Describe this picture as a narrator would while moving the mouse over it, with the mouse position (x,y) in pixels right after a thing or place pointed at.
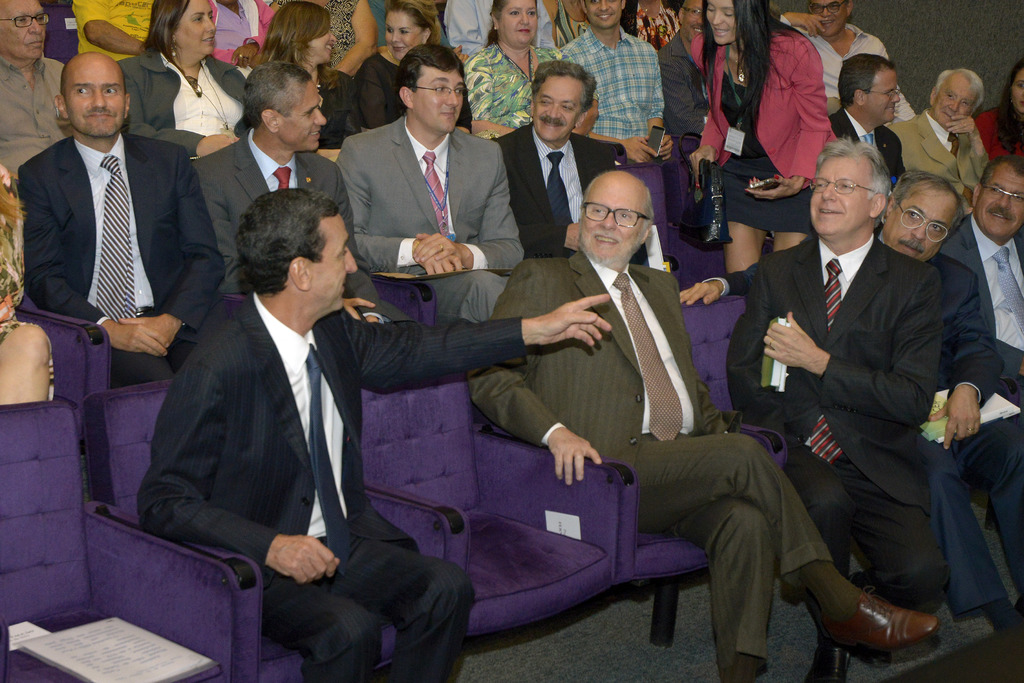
This picture is clicked inside and we can see the papers (102,646) placed on the chair (84,558) and we can see the group of people (468,222) sitting on the chairs (687,318) and there is a woman (791,69) holding a black color sling bag (706,194) and a mobile phone (755,189) and seems to be walking. In the background (119,1) we can see the group of people (422,27) sitting on the chairs (69,9).
